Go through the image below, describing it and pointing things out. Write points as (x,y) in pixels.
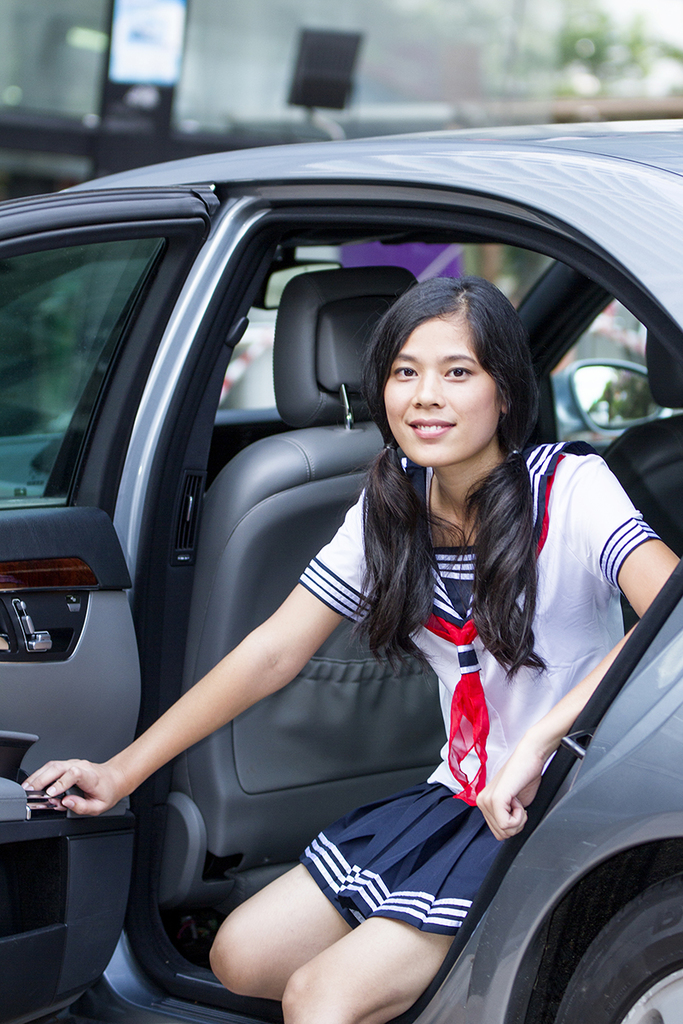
In this image I can see a person (426,538) sitting inside the car (481,161).
